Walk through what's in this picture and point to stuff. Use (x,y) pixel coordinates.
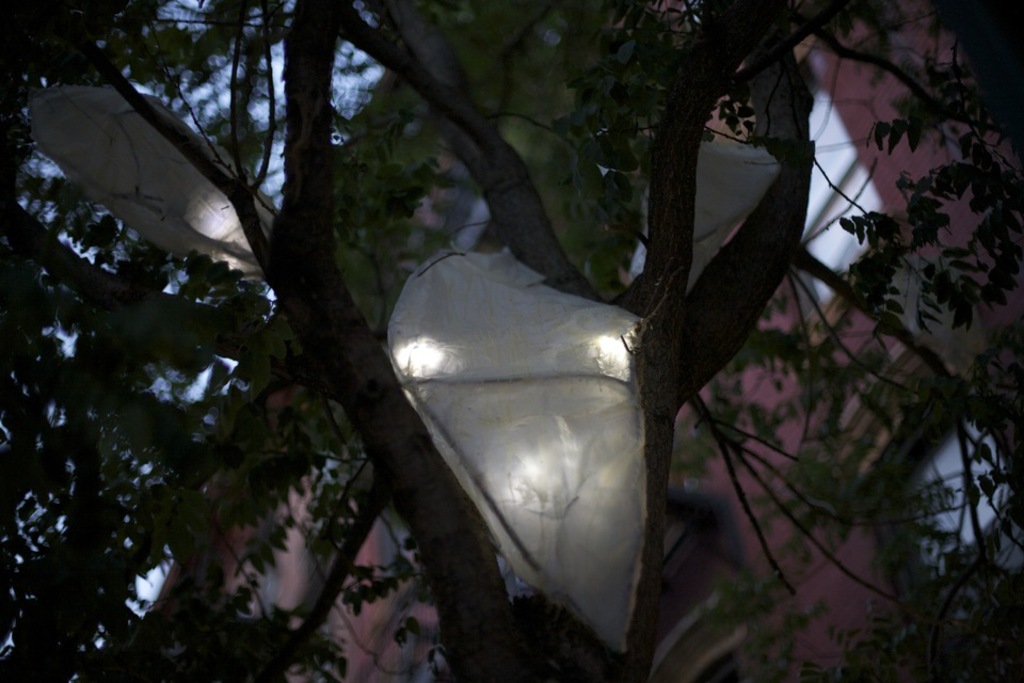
In this image in the foreground (669,414) there is a tree (355,337), and on the tree (204,263) there are white objects (518,401) and some light (553,461) is coming out from that objects (621,352). And there is a blurry background (922,168) but we could see building (699,549) and sky (227,122).
